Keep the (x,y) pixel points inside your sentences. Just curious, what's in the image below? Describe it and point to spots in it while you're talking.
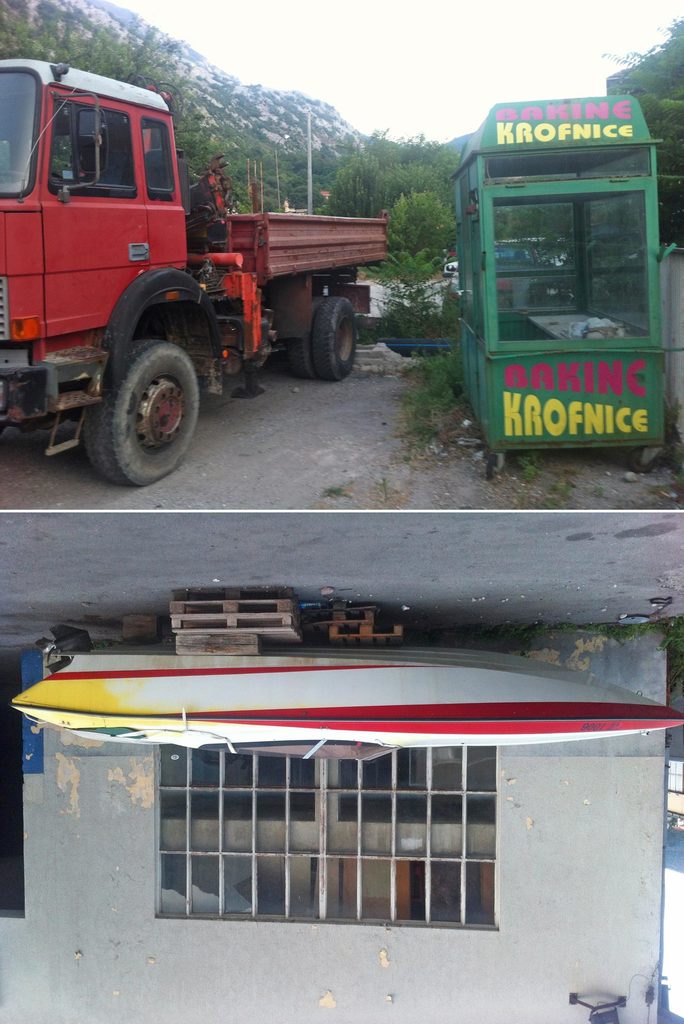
This is a picture of collage of two images in which we can see a vehicle (262,341), a shop (656,336), pole (310,163), few trees (374,184) and mountains (249,94) in one of the images, we can see a small boat (463,693) and windows (208,846) in the other image.
